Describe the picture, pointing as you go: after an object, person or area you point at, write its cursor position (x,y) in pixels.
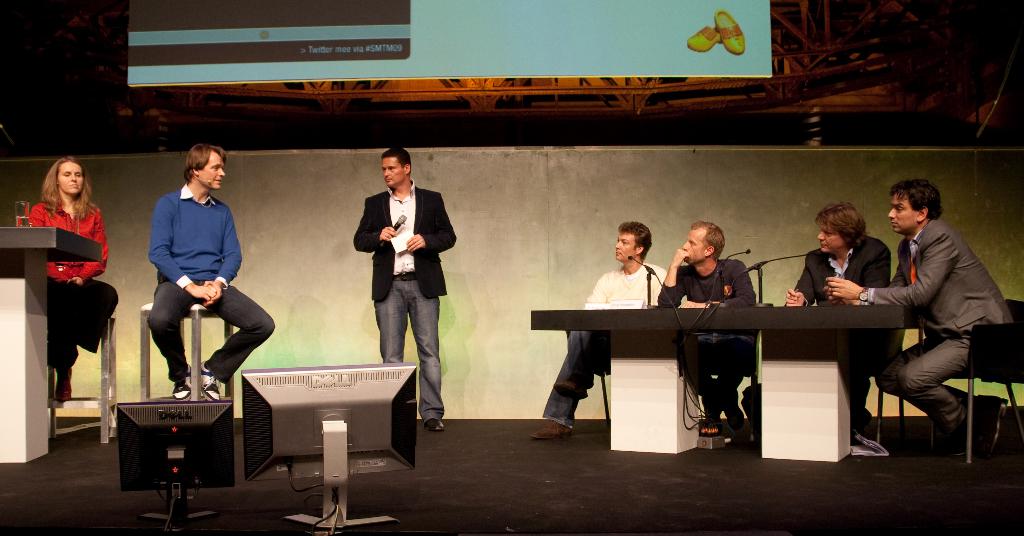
In this image I can see the group of people (643,257) with different color dresses (438,340). I can see few people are sitting and one person (392,313) is standing and holding the mic (397,226). In-front of these people (237,322) I can see the screens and in the background (413,40) I can see one more screen (336,31).
